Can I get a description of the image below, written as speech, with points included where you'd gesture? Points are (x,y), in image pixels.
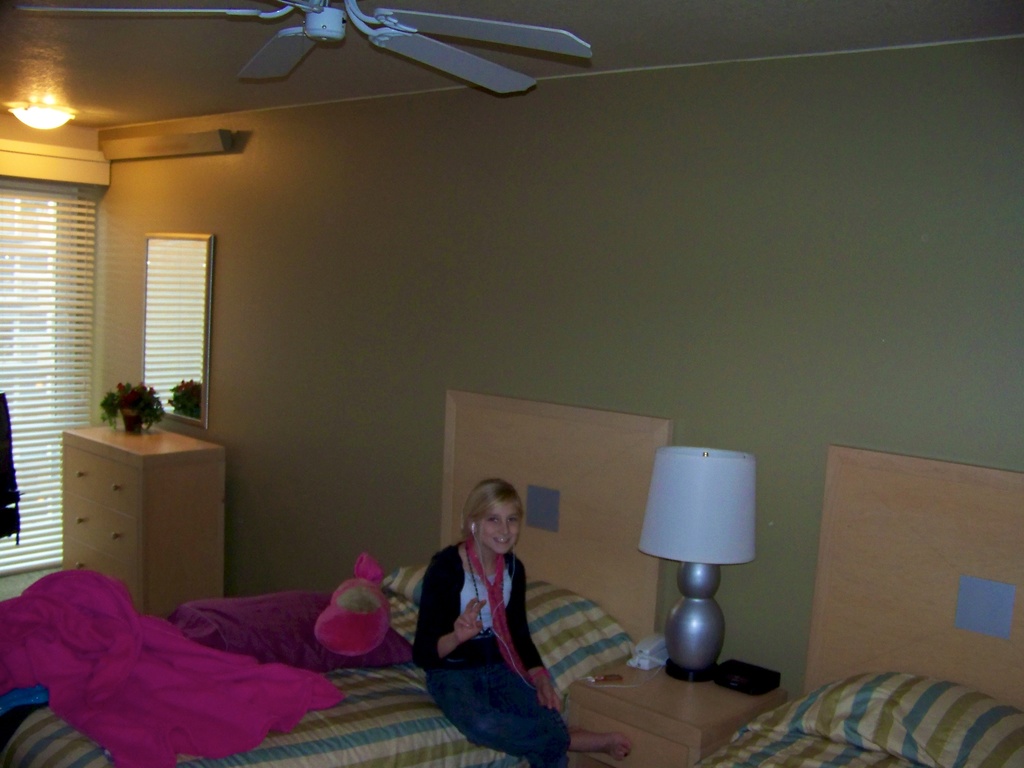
In this picture there is a bed (359,706). On the bed (353,724) there is a pink blanket (202,674) and a pillow (401,612). And a lady (475,656) with black shirt (420,610) is sitting on the bed (409,722). Beside the bed (409,724) there is a table (652,713) with lamp (699,657) and a black box (754,674). In the left corner (45,361) there is a window (53,277). On the top (44,123) there is a light (26,114). On the cupboard (115,442) there is a flower vase (124,397). In front of the flower vase (148,397) there is a mirror (153,300). On the top (424,47) there is a fan (239,14).
